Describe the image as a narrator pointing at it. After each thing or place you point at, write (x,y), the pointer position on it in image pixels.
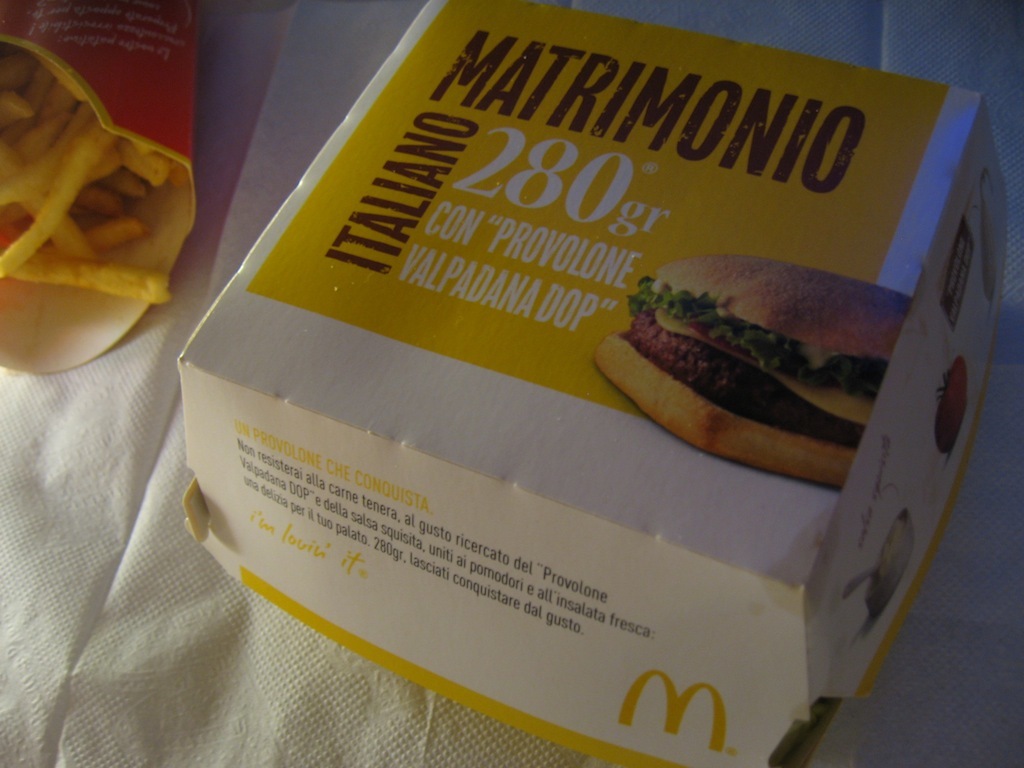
In this image we can see french fries (81,188) and packed food (508,349) on the paper napkin (250,173).
